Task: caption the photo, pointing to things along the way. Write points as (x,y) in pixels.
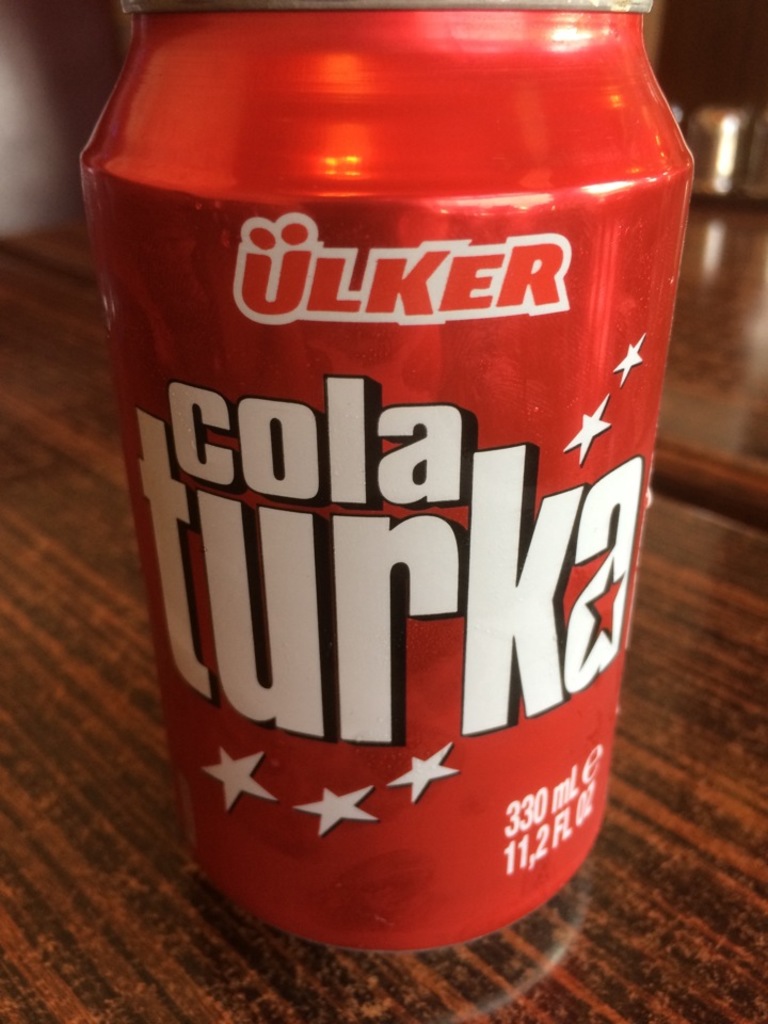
In this image there are wooden objects (684,507) that looks like a table (75,347), there is an object (726,186) on the table (710,291), there is a red color can (427,552) on the table (599,996), there is text (432,584) on the can (457,540), there are stars (363,797) on the can (366,366), there are numbers (542,807) on the can (395,612).
